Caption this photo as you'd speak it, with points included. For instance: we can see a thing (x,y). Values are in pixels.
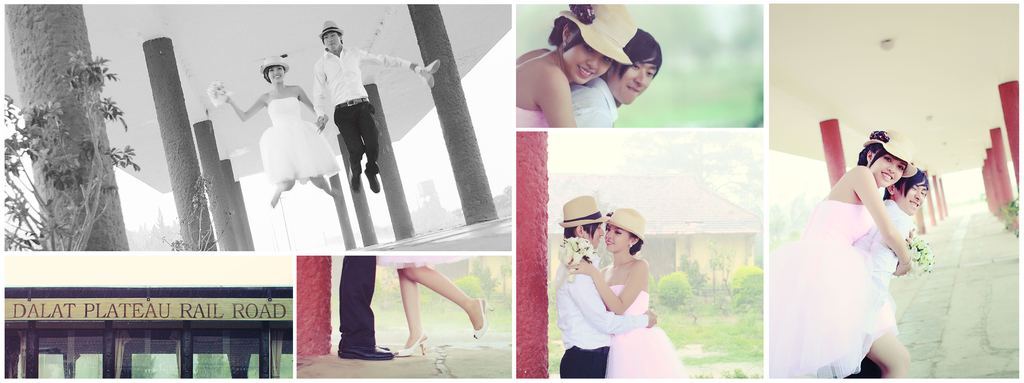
In this image we can see this picture is in black and white where we can see a man (351,68) and woman (269,166) are in the air and we can see pillars (351,220) and plants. In these pictures we can see a woman (565,106) wearing pink dress (629,357) and a man (585,343) wearing white shirt (585,343) and hat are standing. In this picture we can see the person's leg (341,311) and in this picture we can see the board (70,301) and glass doors (70,364).
